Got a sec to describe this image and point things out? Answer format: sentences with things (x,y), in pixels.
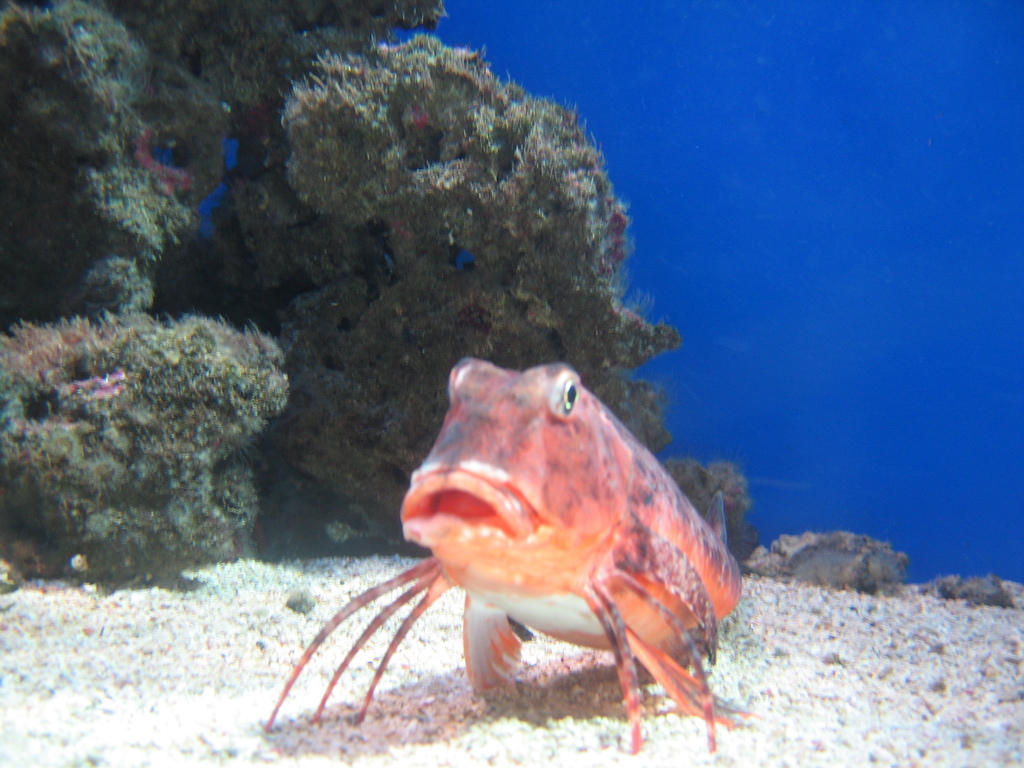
This picture might be taken in the water (799,140). In this image, in the middle (580,435), we can see a fish (532,607) standing on the sand (610,760). In the background (392,290), we can see some plants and rocks (242,239). On the right side (885,140), we can see blue color.
